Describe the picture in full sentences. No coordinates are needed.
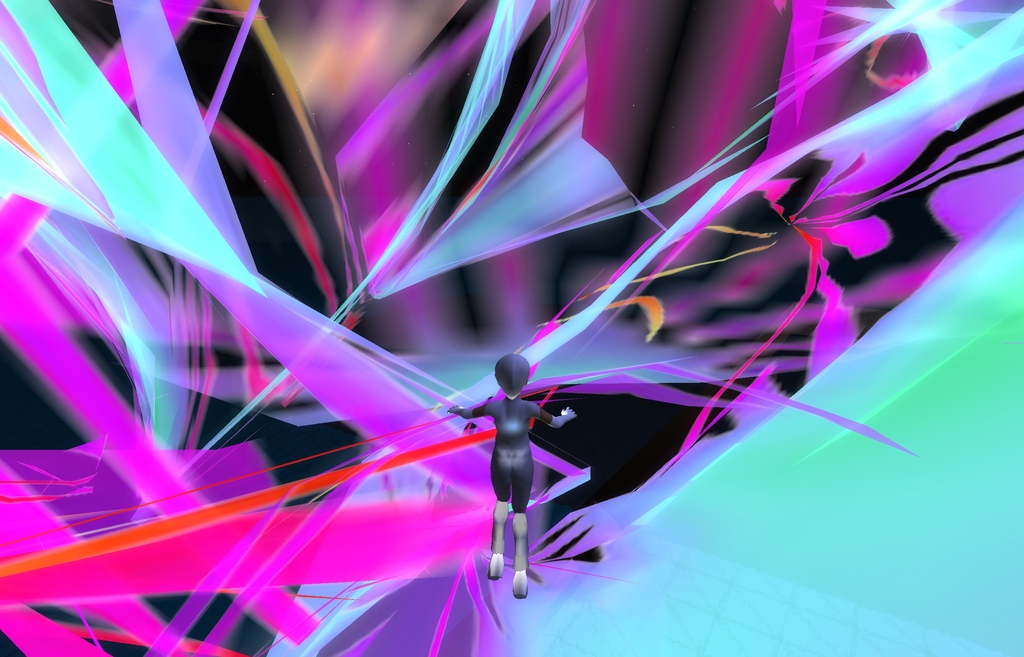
In this image we can see an animation picture.
